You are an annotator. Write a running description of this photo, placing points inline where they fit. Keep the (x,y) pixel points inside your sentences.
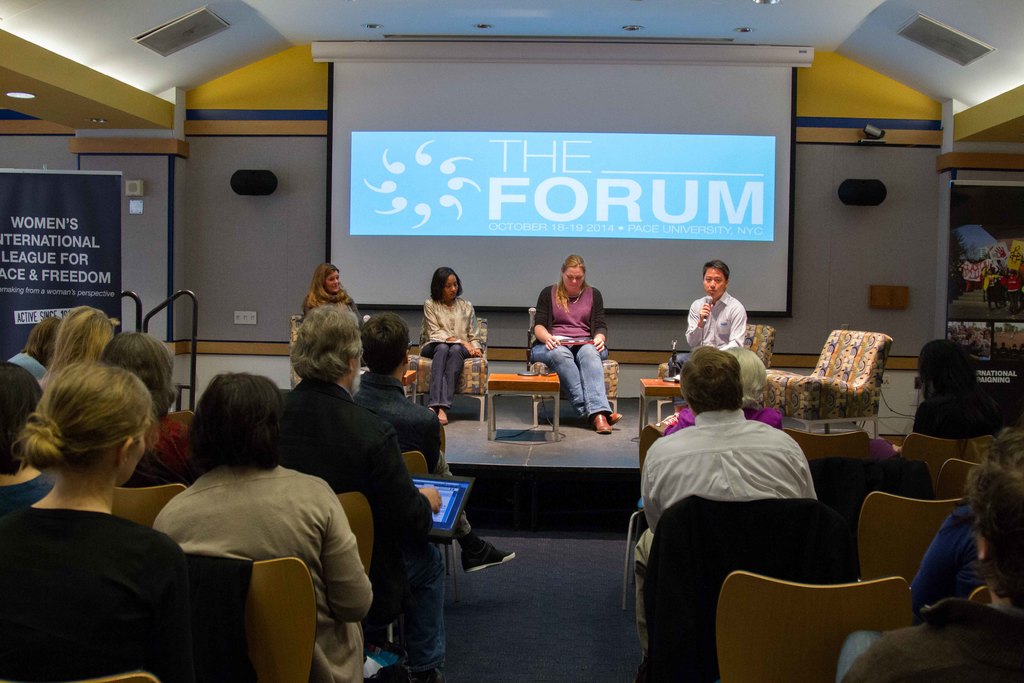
In this picture we can see a group of people (698,408) sitting on chairs (717,681) and a person (405,526) is holding a laptop (442,511) and behind the people (593,382) there is a projector screen (504,261). On the left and right side of the projector screen (467,206) there are banners (967,251) and there is a ceiling light (21,97) on the top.
